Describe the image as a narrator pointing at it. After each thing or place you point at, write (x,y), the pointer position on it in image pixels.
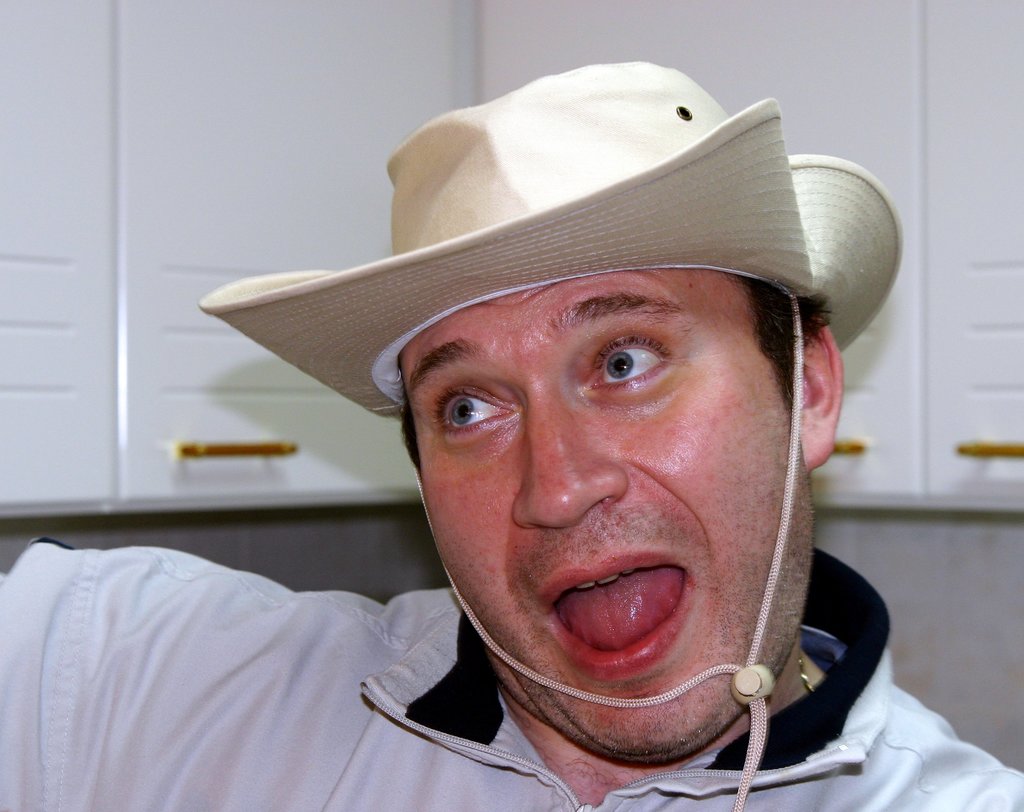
In this image, I can see the man (386,713). He wore a hat (434,297) and shirt (340,639). These look like cupboards (971,71). I can see the door handles (976,445), which are attached to the cupboard doors (978,385).
